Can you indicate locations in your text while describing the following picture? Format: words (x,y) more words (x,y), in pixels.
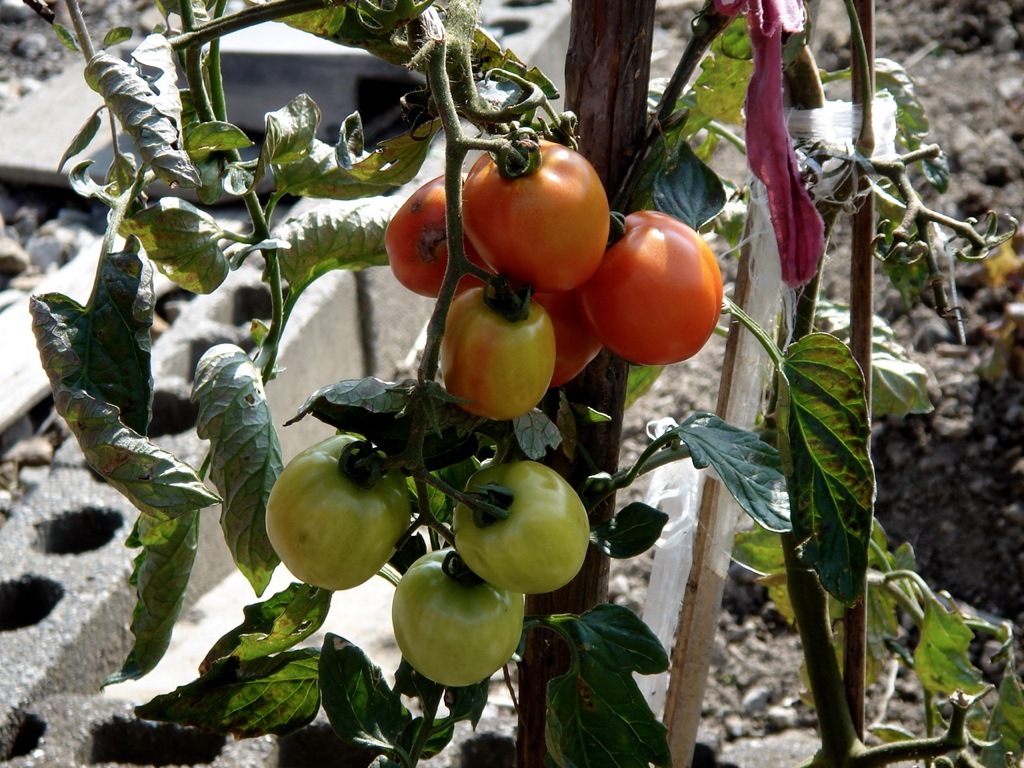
In the center of the image (439,387) we can see the tomatoes (530,385), plant (406,438), sticks (731,360), cloth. In the background of the image (717,372) we can see the rocks (55,486) and mud (959,340).
